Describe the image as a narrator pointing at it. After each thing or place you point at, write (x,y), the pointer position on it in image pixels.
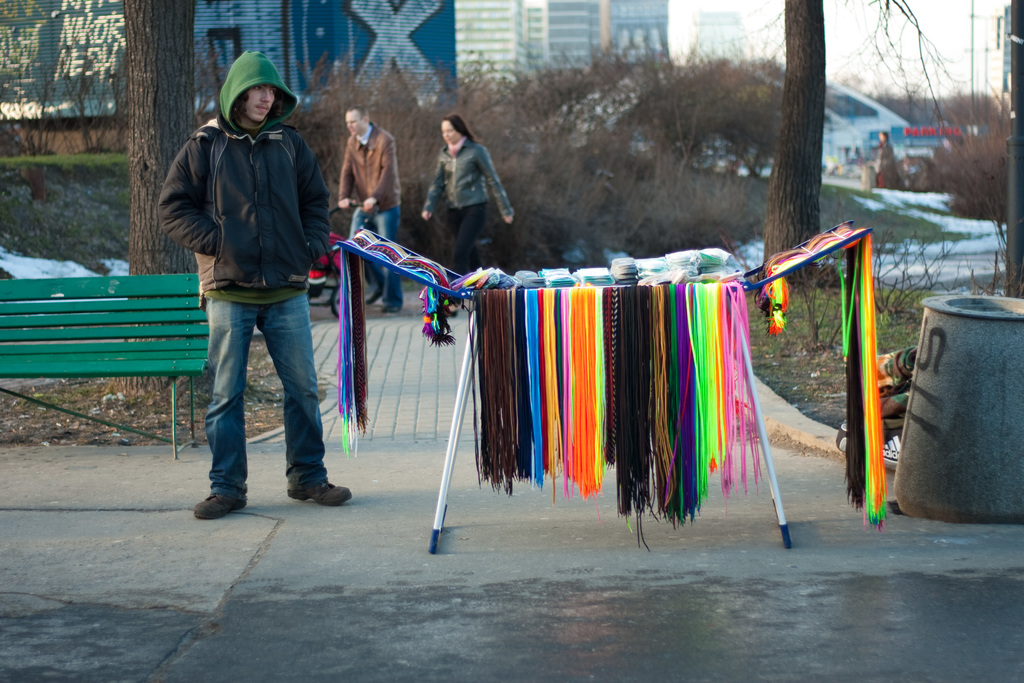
On the left side of the image (226,231) we can see a person (211,287) is standing near a bench (49,373). In the middle of the image (635,320) we can see some laces (589,432) are hung to a hanger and two persons (460,163) are there. On the right side of the image (851,422) we can see a person (889,170) and some laces (850,389) hung to a hanger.
